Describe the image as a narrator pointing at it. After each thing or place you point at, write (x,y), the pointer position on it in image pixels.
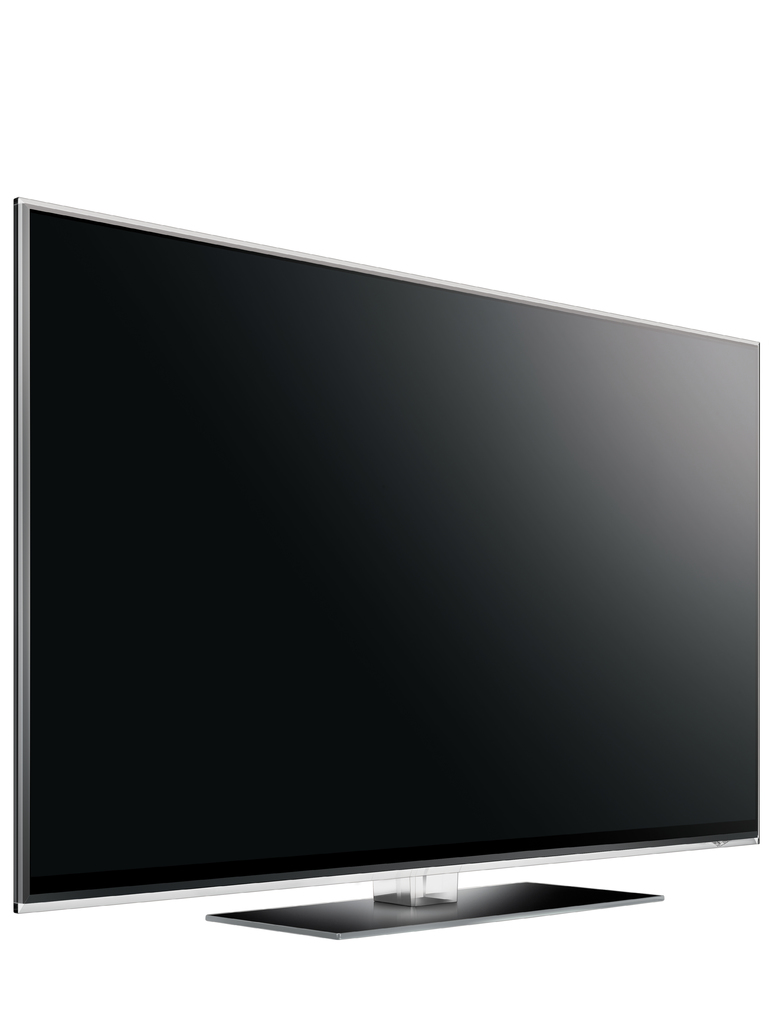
Here in this picture we can see a television (498,333) present over there.
